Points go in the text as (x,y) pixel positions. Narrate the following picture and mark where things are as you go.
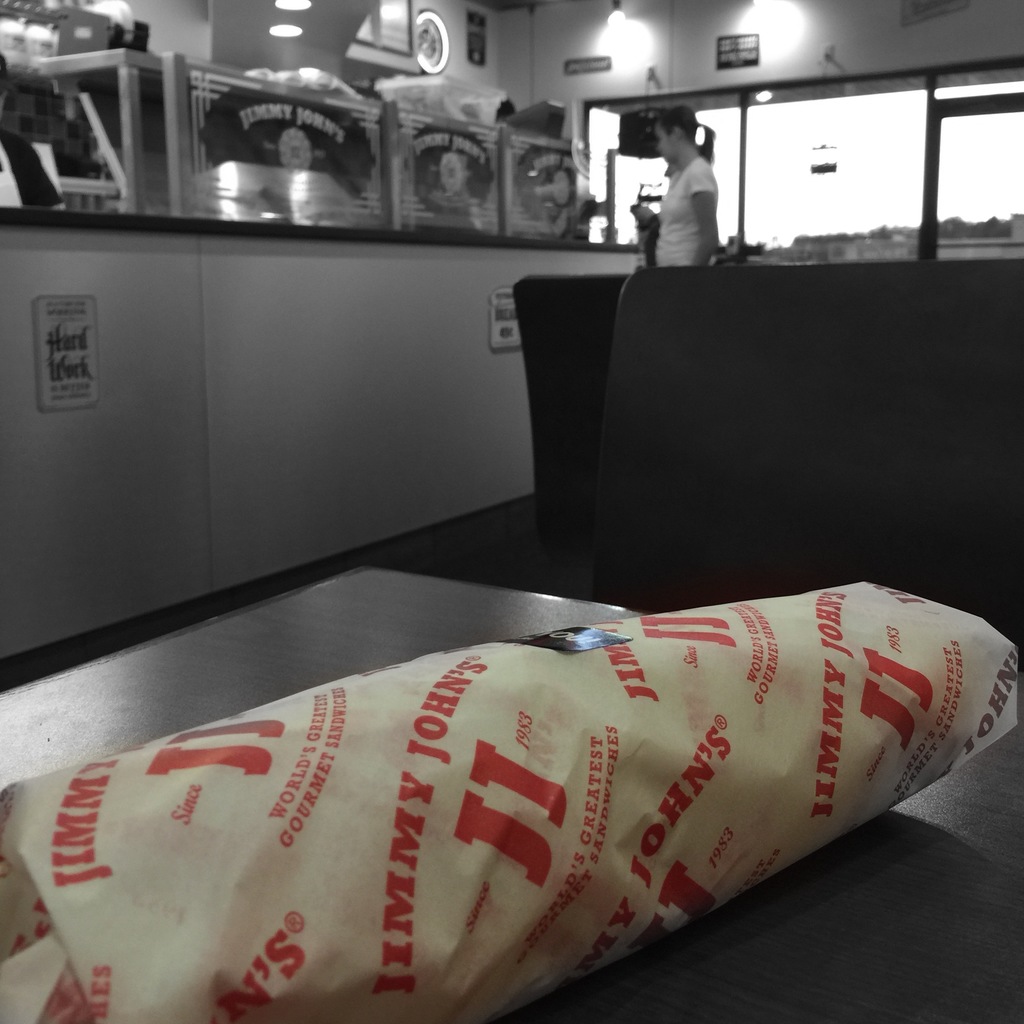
At the bottom of this image (461,771), there is placed a packet (485,664) on a table (837,839). Behind this table (913,834), there are two chairs (764,493) arranged. In the background (689,155), there is a woman (670,151) in a t-shirt (668,198), standing in front of a wall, there are glass windows (833,125), lights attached to the roof (307,30) and there are other objects (324,91). Through these glass windows (722,142), we can see there are trees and there are clouds (859,202) in the sky (811,176).
